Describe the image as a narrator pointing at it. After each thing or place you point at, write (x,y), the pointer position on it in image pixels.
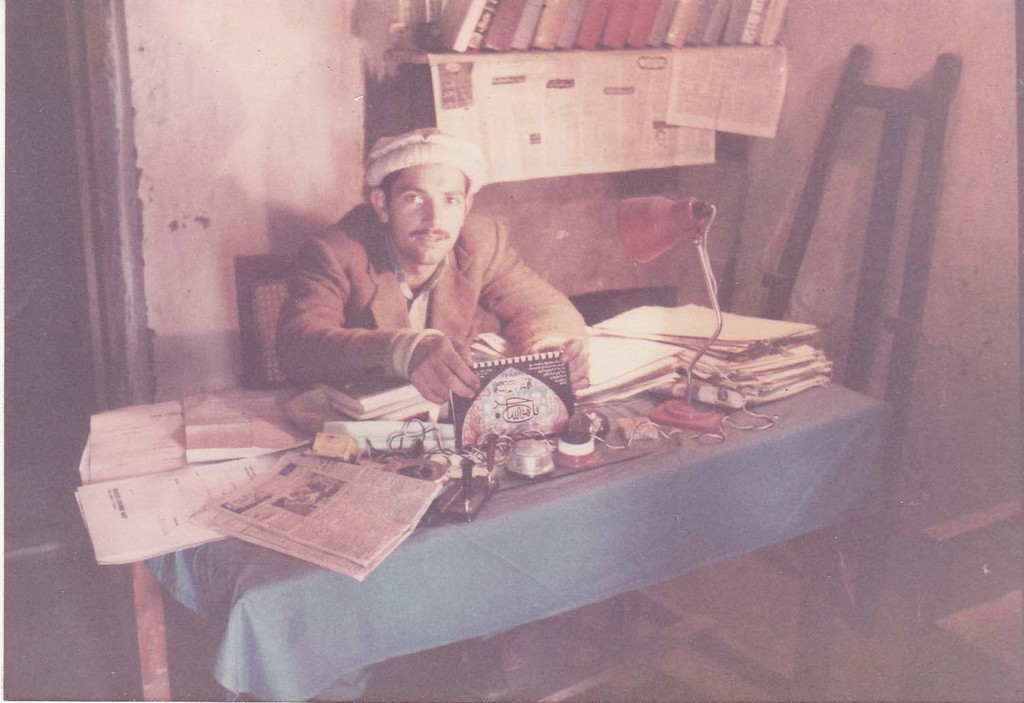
In this picture there is a man (466,366) who is holding a book (530,389) and sitting on a chair (258,310). There is lamp (650,226), file (738,348), newspaper (326,523) and table (287,563).
